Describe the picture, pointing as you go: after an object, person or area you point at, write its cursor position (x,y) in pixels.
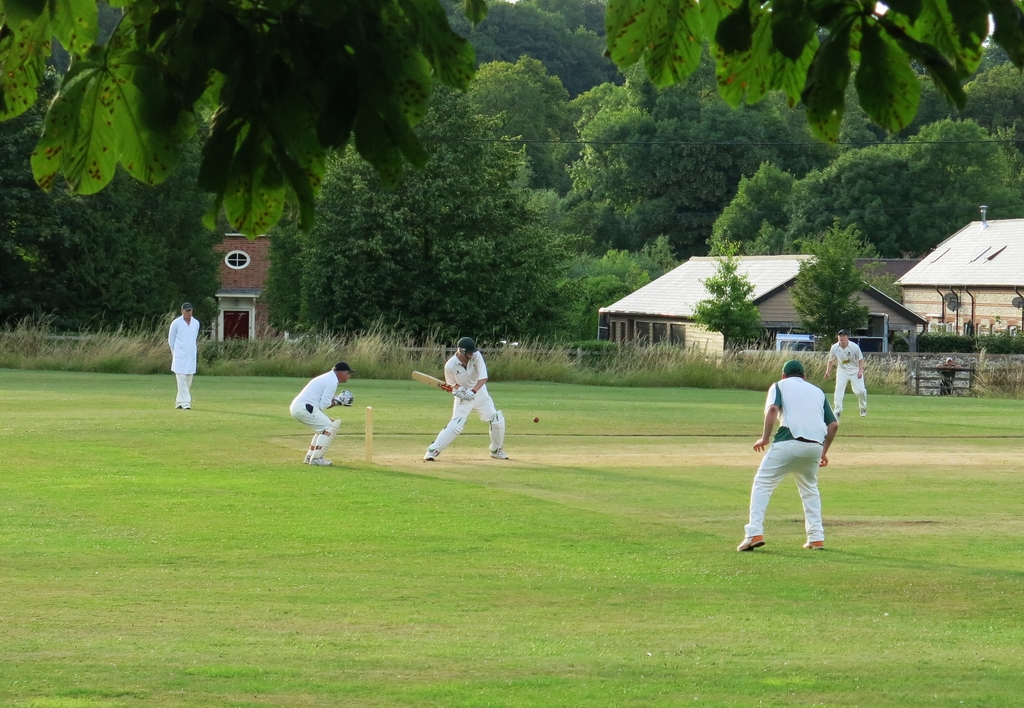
There are persons (817,407) in white color dresses (809,417), playing cricket on the ground (167,433), on which there is grass (184,608). In the background (1003,259), there are buildings (259,244) and trees (200,234).
